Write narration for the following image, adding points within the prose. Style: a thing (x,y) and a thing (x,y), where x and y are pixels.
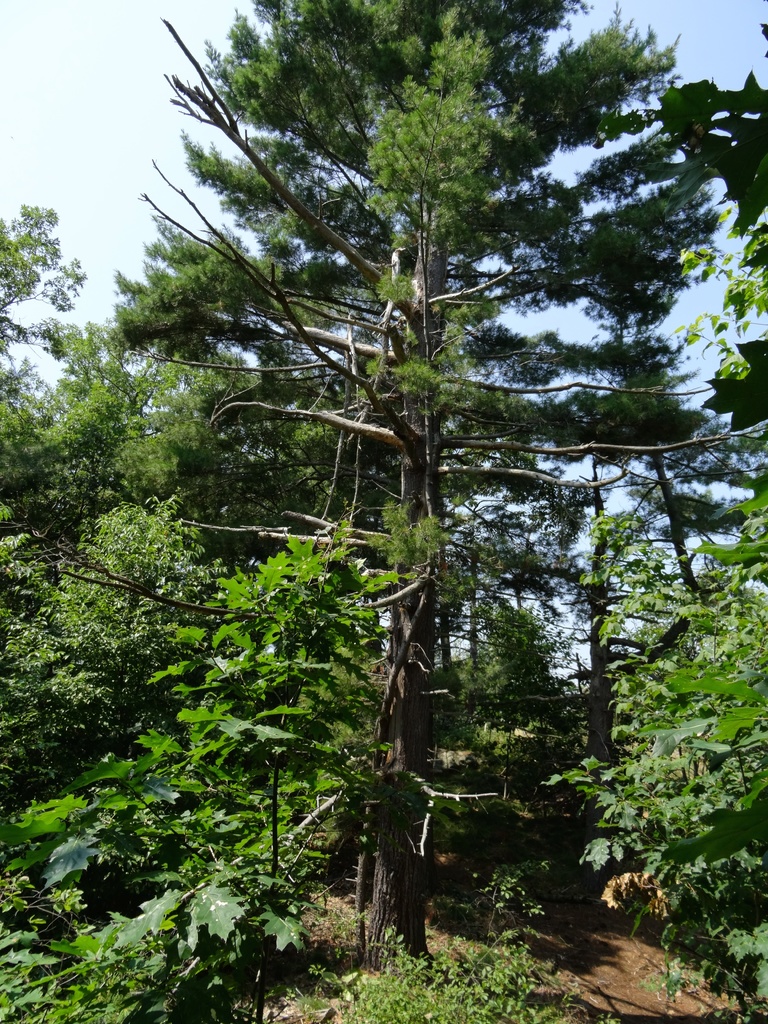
In this image I can see few trees (406,200) in green color. In the background (139,106) the sky (116,113) is in blue and white color.
